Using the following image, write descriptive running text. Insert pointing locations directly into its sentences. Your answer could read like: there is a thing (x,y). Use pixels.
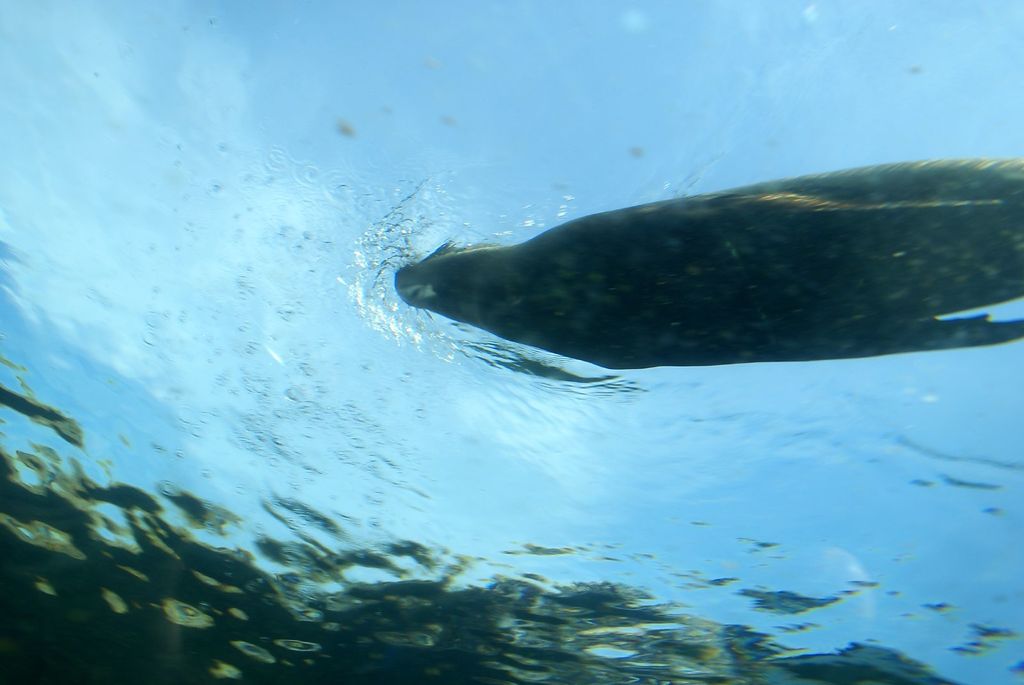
In this picture there is a seal (869,285) in water (495,524).
